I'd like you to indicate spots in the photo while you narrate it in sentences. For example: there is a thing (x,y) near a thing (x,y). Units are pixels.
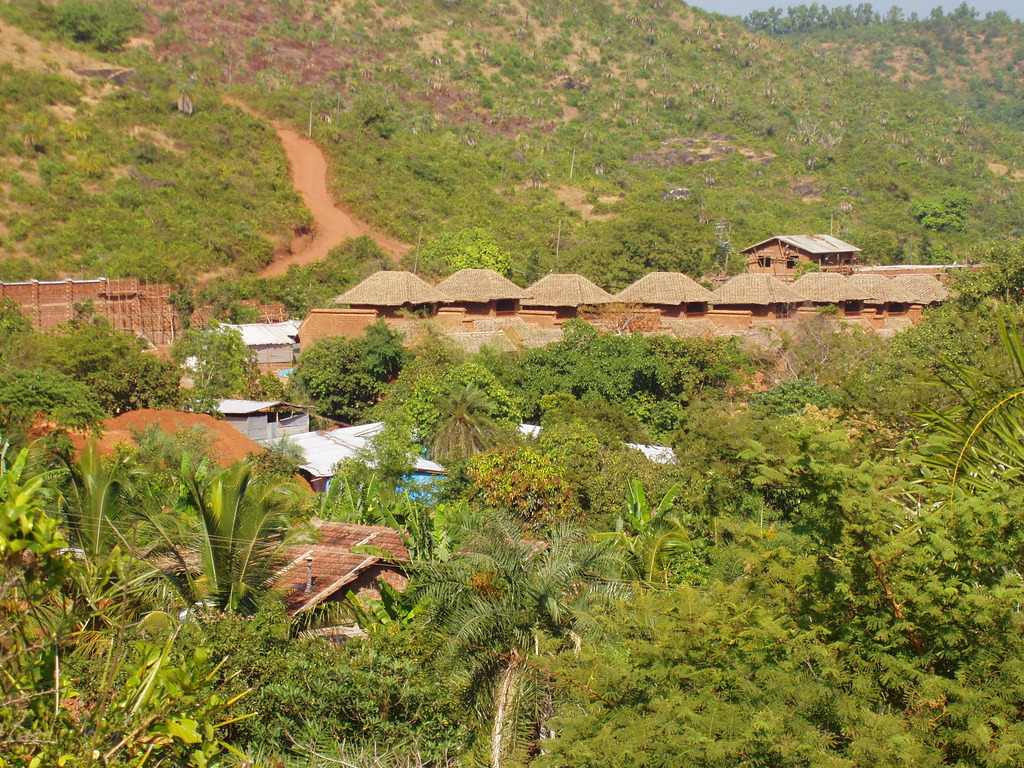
In this image we can see some houses (467,287), plants (560,400), trees (838,24), also we can see the sky (860,1).
